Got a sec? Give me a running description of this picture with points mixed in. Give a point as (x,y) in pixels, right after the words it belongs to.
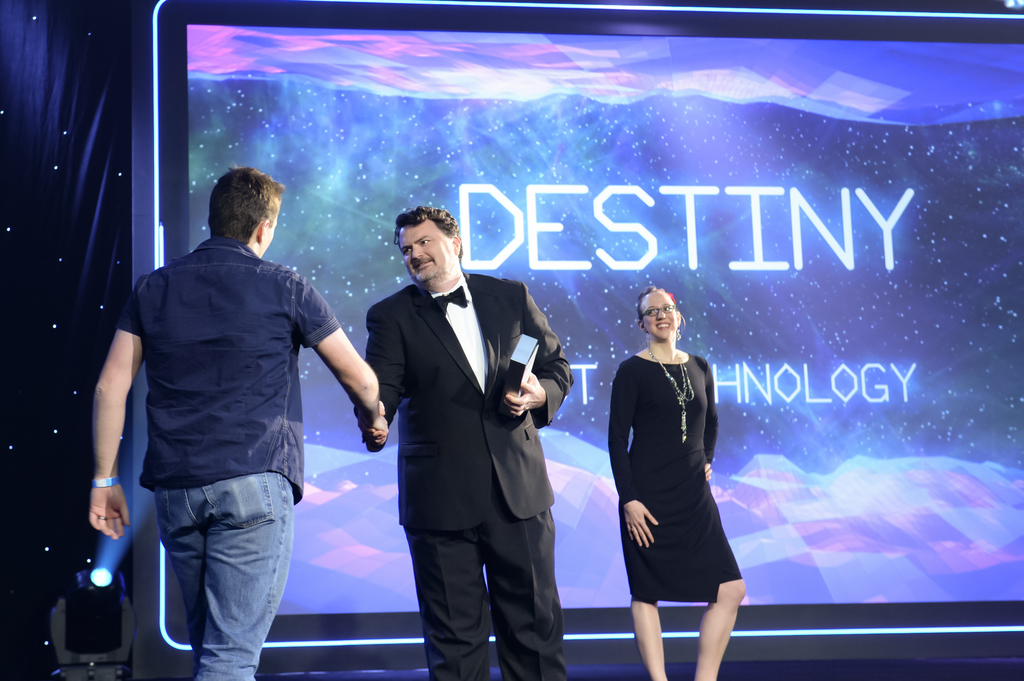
In this image there are group of persons (466,463) standing in the center (617,443). The woman (701,465) in the center (671,453) is standing and smiling and on the left side (247,443) there are persons (400,390) standing and shaking hands (381,415). In the background (405,147) there is a screen (405,147) and there is some text (757,222) displaying on the screen (696,285) and there is a blue colour curtain (64,164) and a light (79,607).
